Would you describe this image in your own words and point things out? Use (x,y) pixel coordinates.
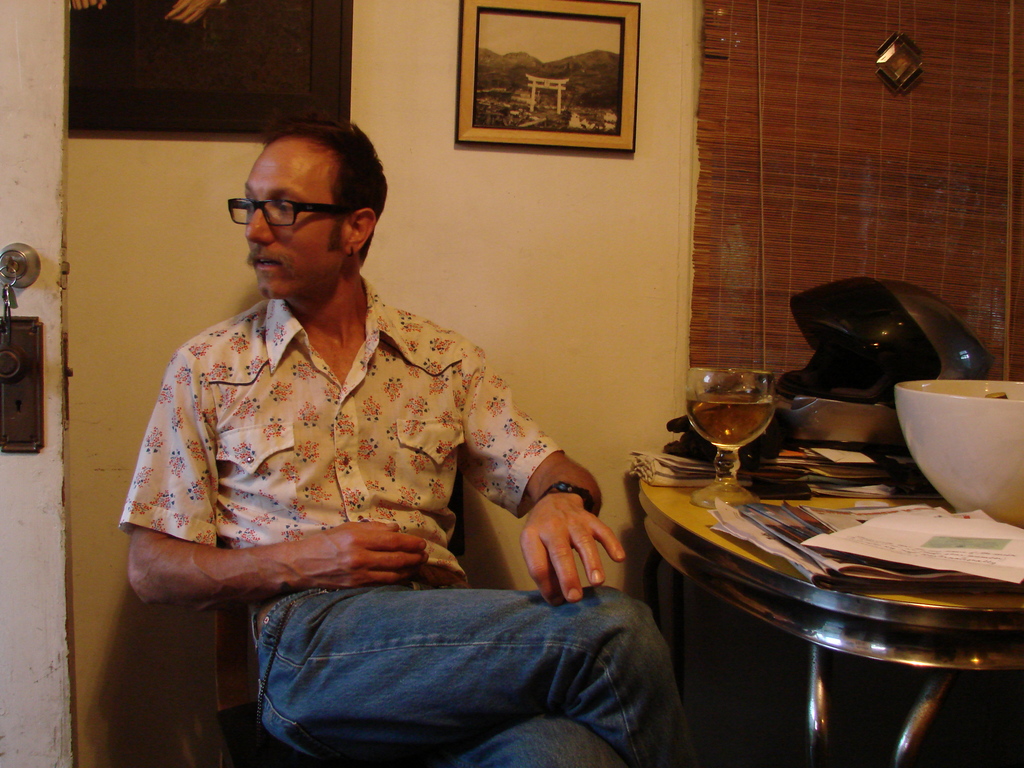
This image consists of a man (415,399) sitting on a chair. He is wearing a jeans pant (362,640). On the right (788,581), we can see a table (995,649) on which there is a bowl (957,503) in white color. And there are papers (795,550), helmet (865,372) and a glass of wine (717,478). In the background (658,171), we can see a wall (201,173) on which there are two frames (473,117). On the left (12,350), there is a door (44,547).
